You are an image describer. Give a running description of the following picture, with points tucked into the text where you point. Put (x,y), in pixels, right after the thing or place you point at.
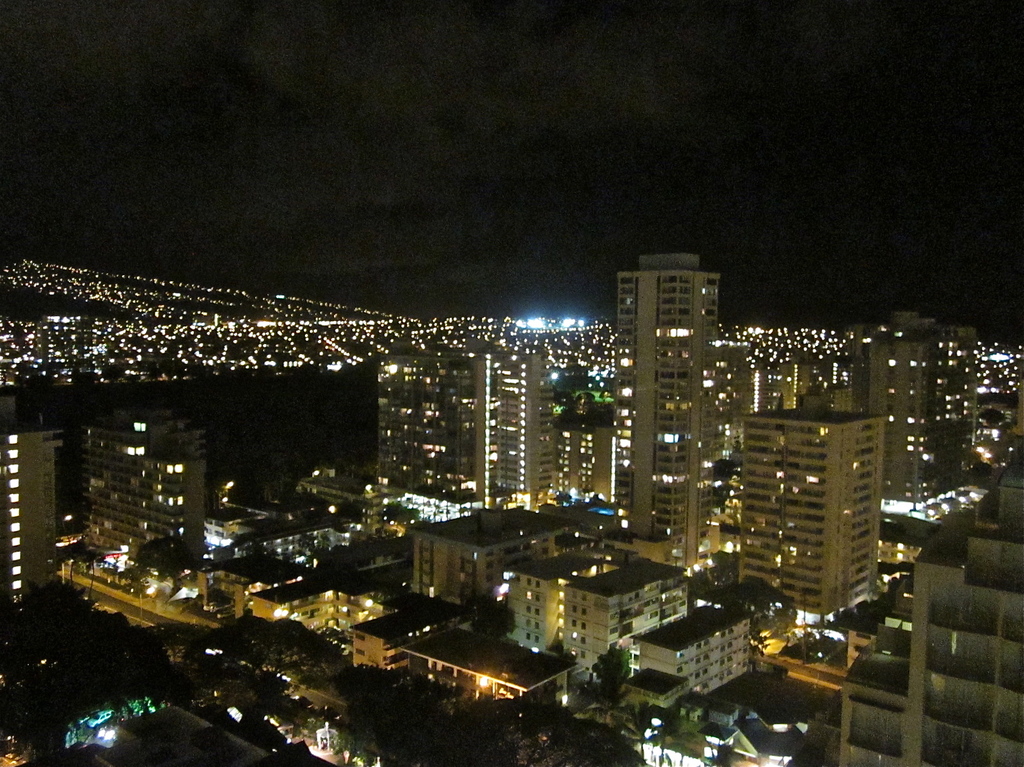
In this image we can see the night view and there are some buildings (485,542) and trees (105,701) and at the top (459,48) we can see the sky (229,30).
